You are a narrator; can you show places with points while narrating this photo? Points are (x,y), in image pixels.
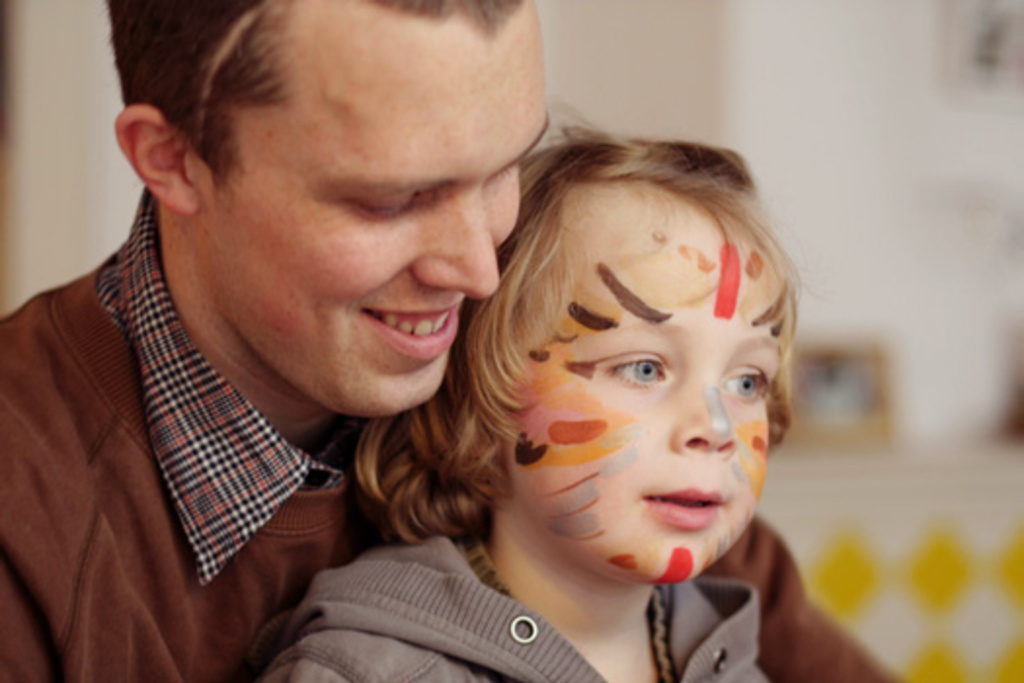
In this image we can see a man (278,448) and the child (461,546). On the backside (999,334) we can see some objects (857,419) on a table (887,447) and a wall (913,403).
